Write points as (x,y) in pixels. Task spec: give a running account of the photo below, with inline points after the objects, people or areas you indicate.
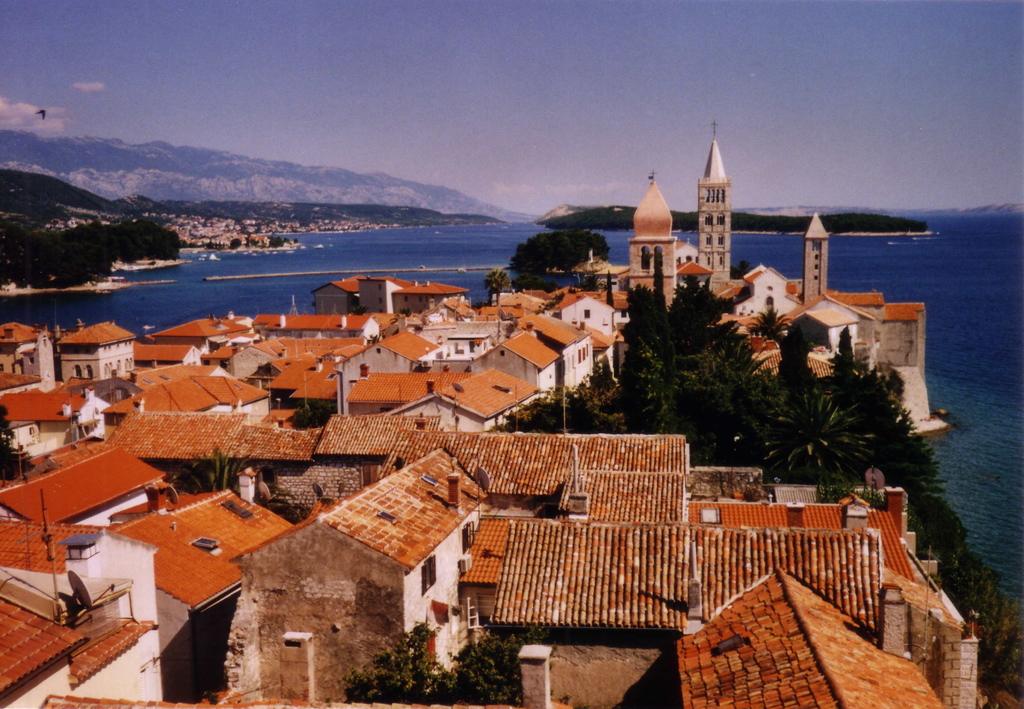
In the image there are plenty of houses (744,287) and few churches (655,192) beside the sea (442,265) and on the right side (687,362) there are plenty of trees (818,398) and in the background (95,184) there is a huge mountain (28,171).
